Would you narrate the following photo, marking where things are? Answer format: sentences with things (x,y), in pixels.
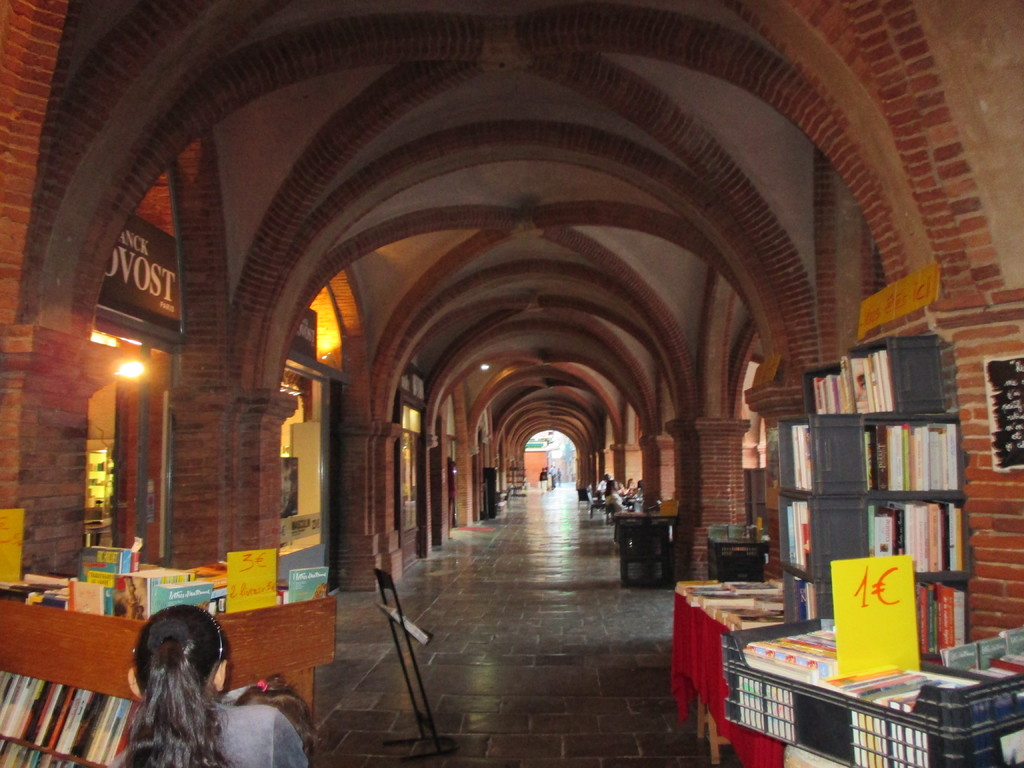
In the picture I can see the books (850,374) on the wooden shelves (307,662). There are books (808,658) in the plastic storage container (953,731), which is on the bottom right side (806,624). I can see a woman (132,763) on the bottom left side (203,739). I can see a few persons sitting on the chairs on the right side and there are a few persons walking on the floor (565,521). In the picture I can see the arch design constructions (582,348).
